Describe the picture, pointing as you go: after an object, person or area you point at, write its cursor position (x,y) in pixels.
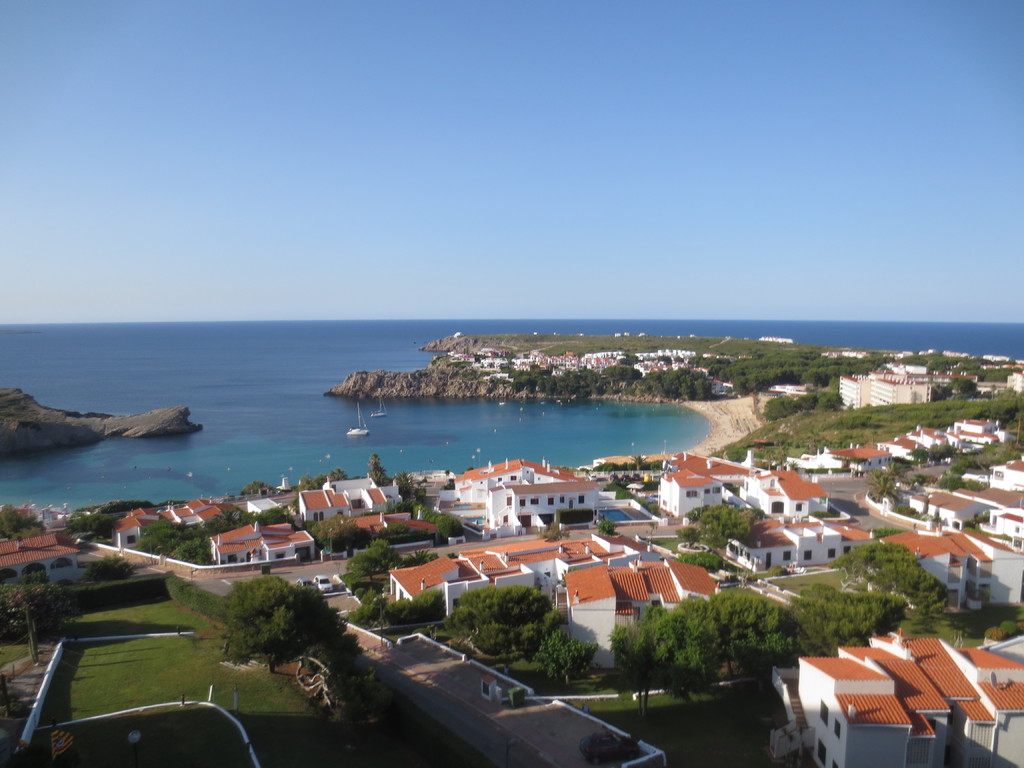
This is an aerial view and here we can see houses (569,628), trees (488,603), roads (531,722) and we can see some vehicles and there are boats (364,429) on the water (308,434). At the top (462,91), there is sky (458,182).
